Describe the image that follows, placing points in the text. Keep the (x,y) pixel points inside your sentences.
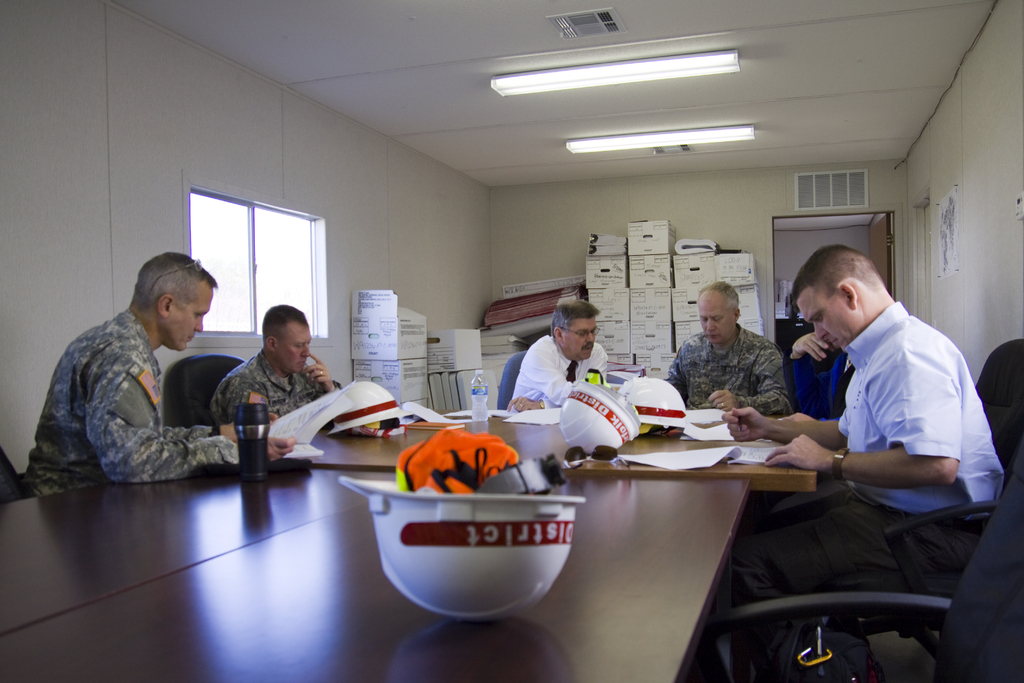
This is a picture taken in a room (650,474), there are a group of people (155,400) who are sitting on a chairs (1014,386) in front of this people (864,547) there is a wooden table (633,549) on the wooden table (630,532) there are goggles (600,456), helmet (514,531), cup (258,441), water bottle (480,391), papers (527,415). Background of this people (729,373) these are the boxes (635,306) and wall (468,233) which is in white color. On the top of this people (704,395) there is a roof (377,59) which is in white color and lights (561,82).
